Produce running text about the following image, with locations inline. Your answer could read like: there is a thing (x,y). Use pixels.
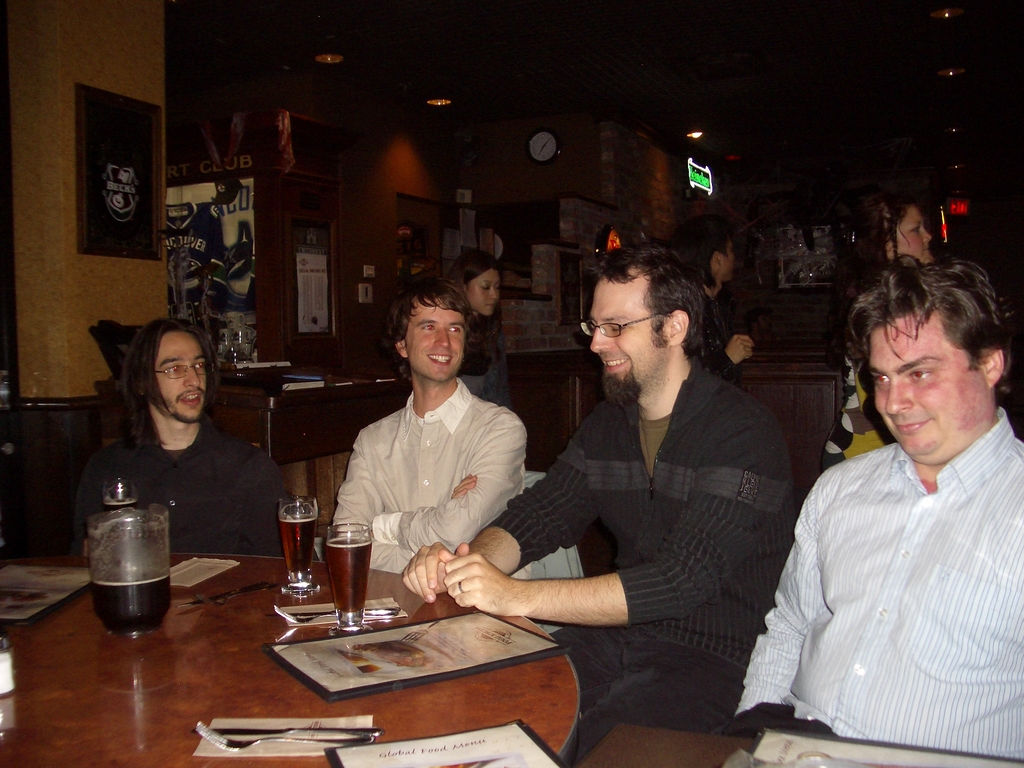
As we can see in the image there is a wall (52,157), photo frame (150,155), clock (545,161), few people (858,478) sitting on chairs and there is a table (236,701). On table (282,705) there fork (251,741), spoon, frame (374,634), glass (349,607) and paper (183,575).
